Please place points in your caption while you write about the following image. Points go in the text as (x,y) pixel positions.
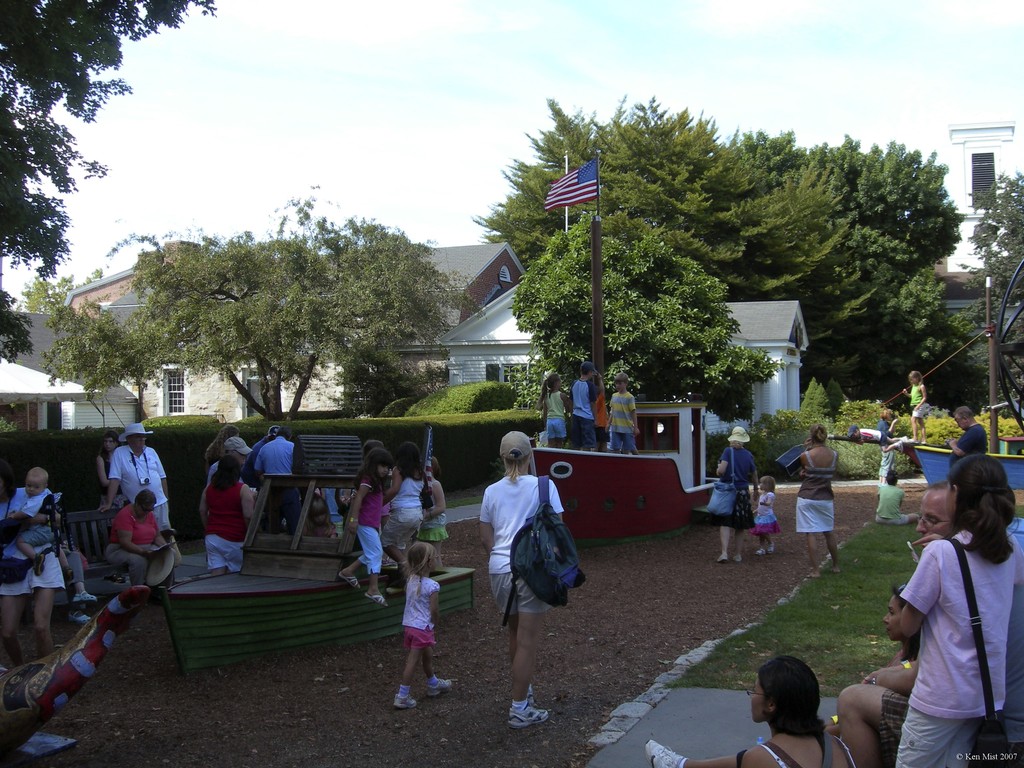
In the center of the image (421,481) there are people (417,624). In the background of the image (397,250) there are houses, trees (321,274). There is a flag (586,173). At the top of the image (527,89) there is sky (442,62).
